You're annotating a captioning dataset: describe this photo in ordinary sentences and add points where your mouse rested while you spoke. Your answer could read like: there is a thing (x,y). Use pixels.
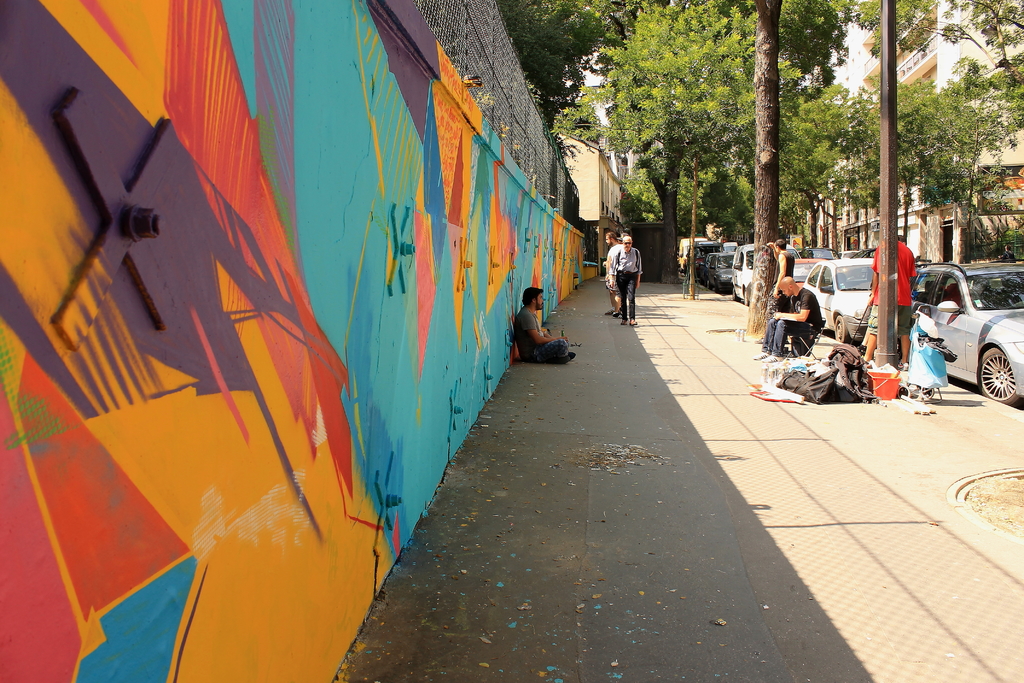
In the center of the image (534,339) we can see two persons (566,356) are sitting and few people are standing. And we can see bags (814,399), one basket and a few other objects (781,363). And we can see vehicles (986,318) on the road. On the left side of the image (232,312), there is a wall (289,312) and fence (450,46). And we can see some painting (320,331) on the wall (377,329). In the background (688,94) we can see buildings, trees (529,77), poles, banners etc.
